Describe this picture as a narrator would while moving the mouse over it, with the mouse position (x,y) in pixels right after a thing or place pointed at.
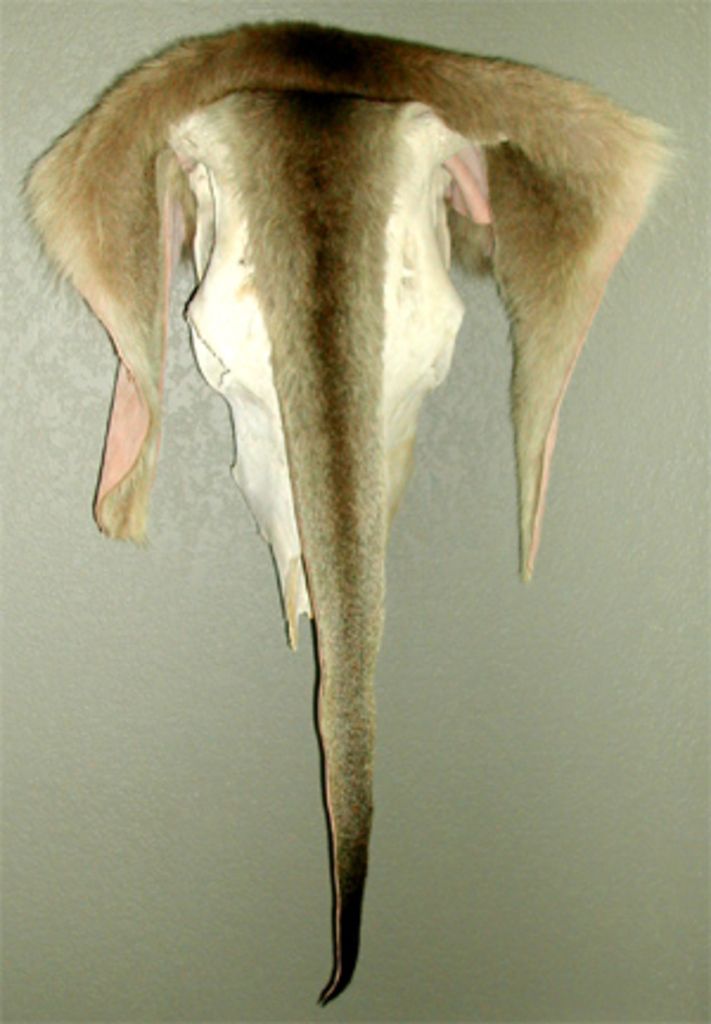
In this image I can see skin (313,382) of an animal (313,317) hanged to the wall (123,818).
